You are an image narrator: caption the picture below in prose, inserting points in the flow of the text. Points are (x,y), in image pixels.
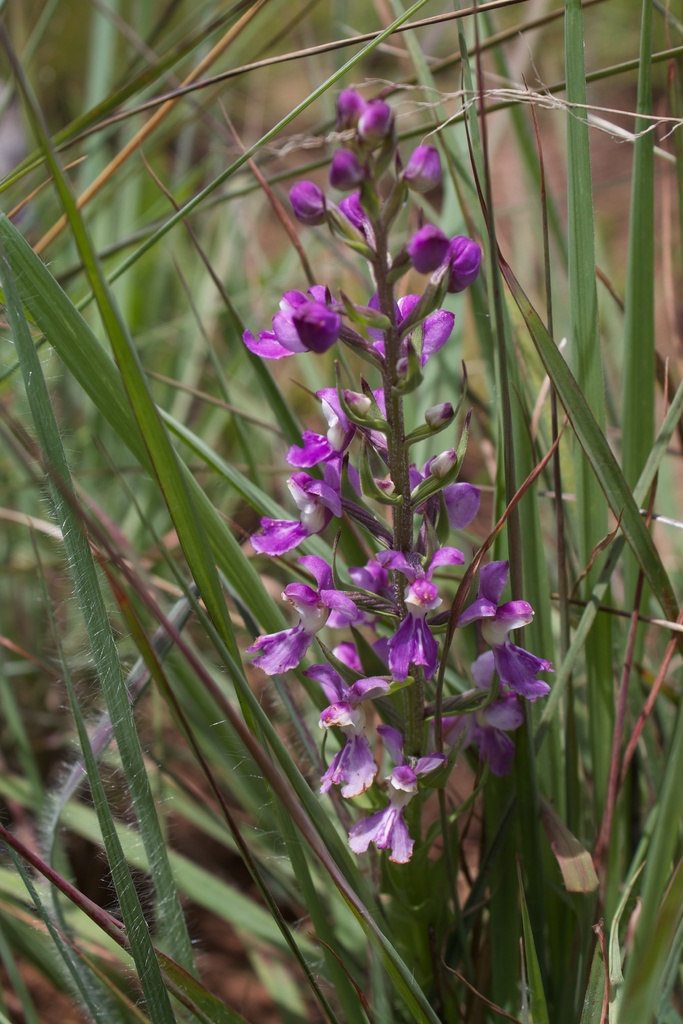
This picture shows plants (239,342) and we see purple color flowers (356,834).
